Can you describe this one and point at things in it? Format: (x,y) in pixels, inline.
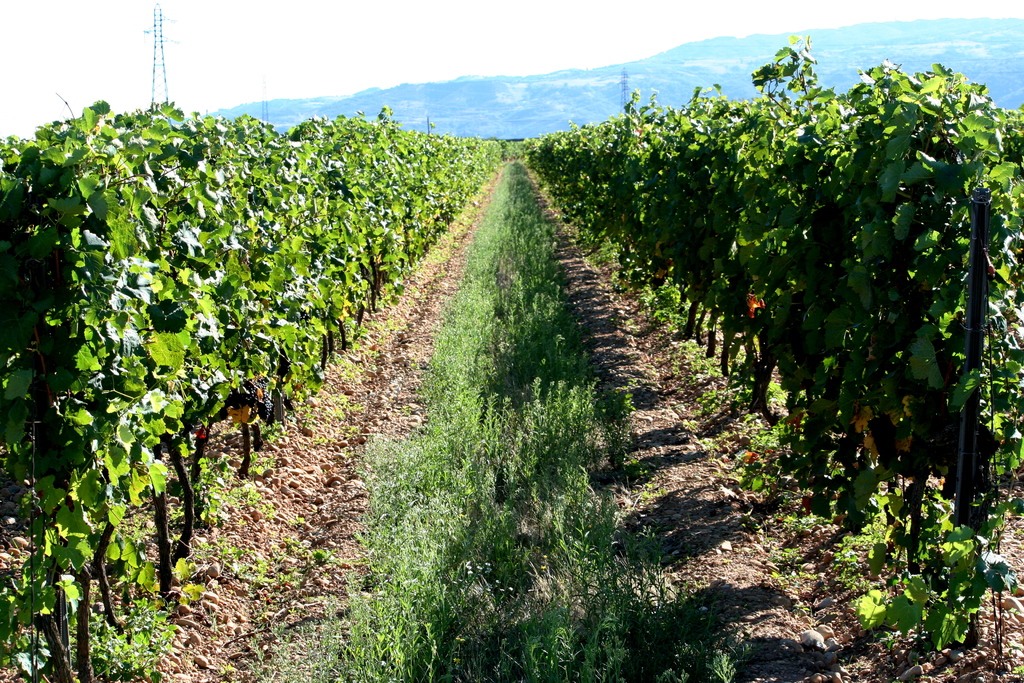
In the image there is grass (510,214) on the middle of the path (411,421) with plants (117,437) on either side of it, in the back (561,74) there is a mountain (975,36) and above its sky (135,33).
